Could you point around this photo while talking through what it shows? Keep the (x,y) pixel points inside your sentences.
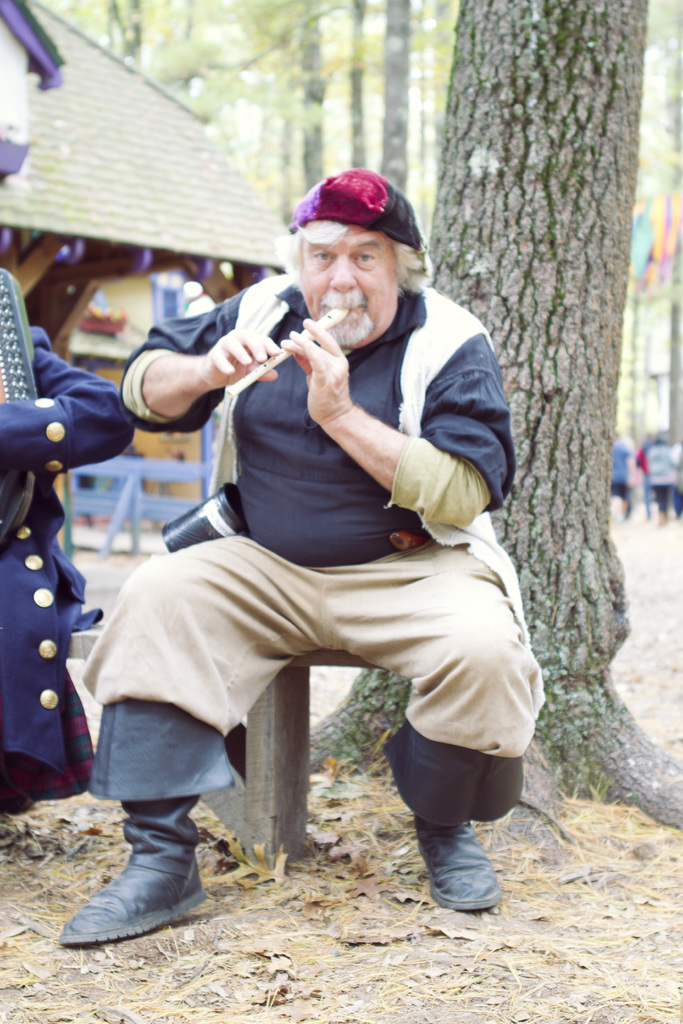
In this image in the foreground (331,201) I can see a person (127,642) sitting and playing some musical instrument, on the back side (570,218) I can see many trees (289,123) and on the left side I can see a person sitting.
